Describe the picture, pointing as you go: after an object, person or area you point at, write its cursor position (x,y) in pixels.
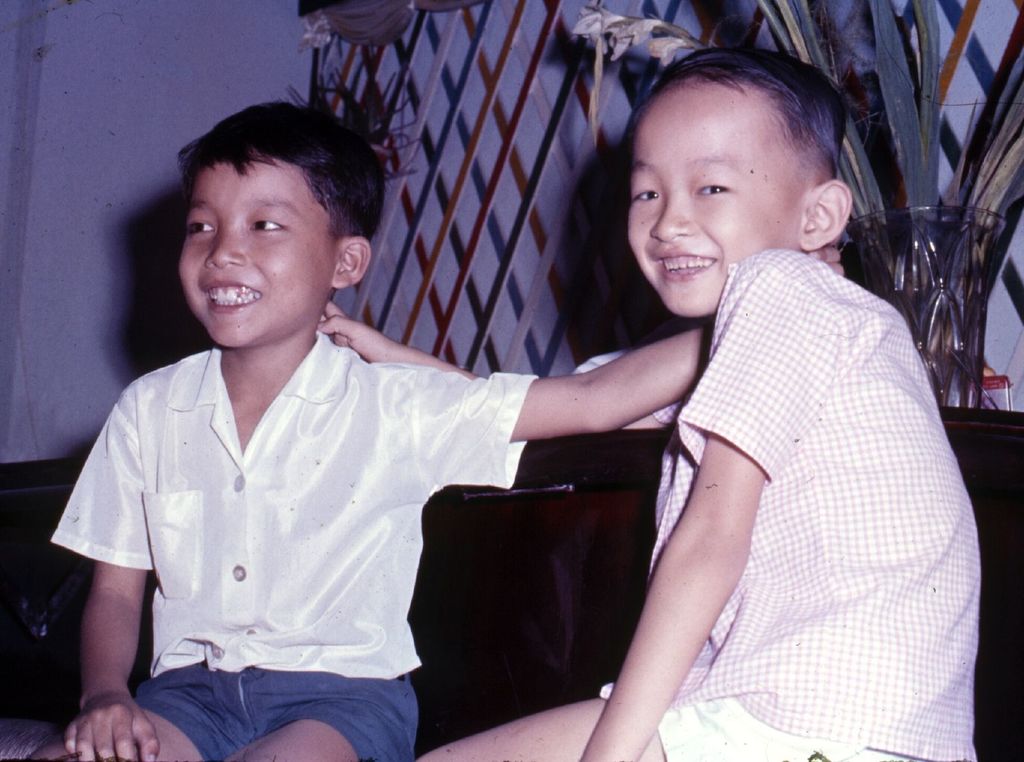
This image consists of two kids (152,459). They are boys (240,644). There is a flower vase (925,245) on the right side (958,318).
